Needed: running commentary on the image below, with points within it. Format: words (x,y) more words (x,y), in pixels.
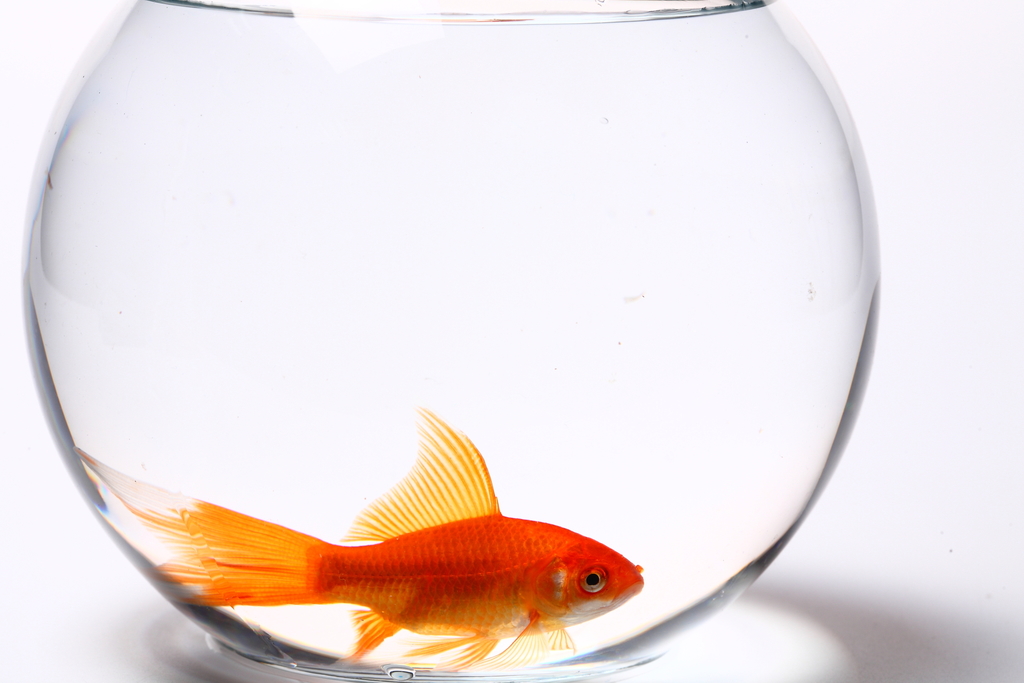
In this image there is an aquarium pot (586,372) with water (282,413) in it and there is a fish (511,565) in the water (630,513) which is orange in color.
